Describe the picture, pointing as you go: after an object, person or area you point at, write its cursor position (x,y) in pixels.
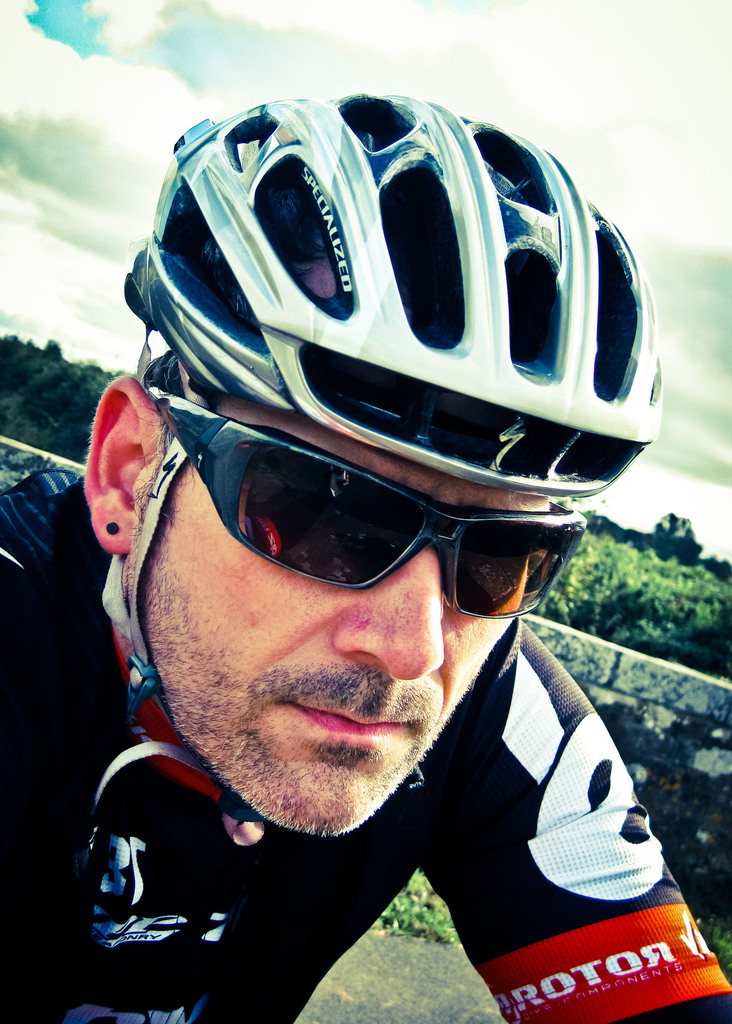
At the bottom of this image (338,848), there is a person (359,817) wearing a helmet (556,379) and sunglasses (543,572). In the background (723,639), there are trees (16,406), plants (591,578), a wall (679,770) and there are clouds (650,103) in the sky (38,7).
